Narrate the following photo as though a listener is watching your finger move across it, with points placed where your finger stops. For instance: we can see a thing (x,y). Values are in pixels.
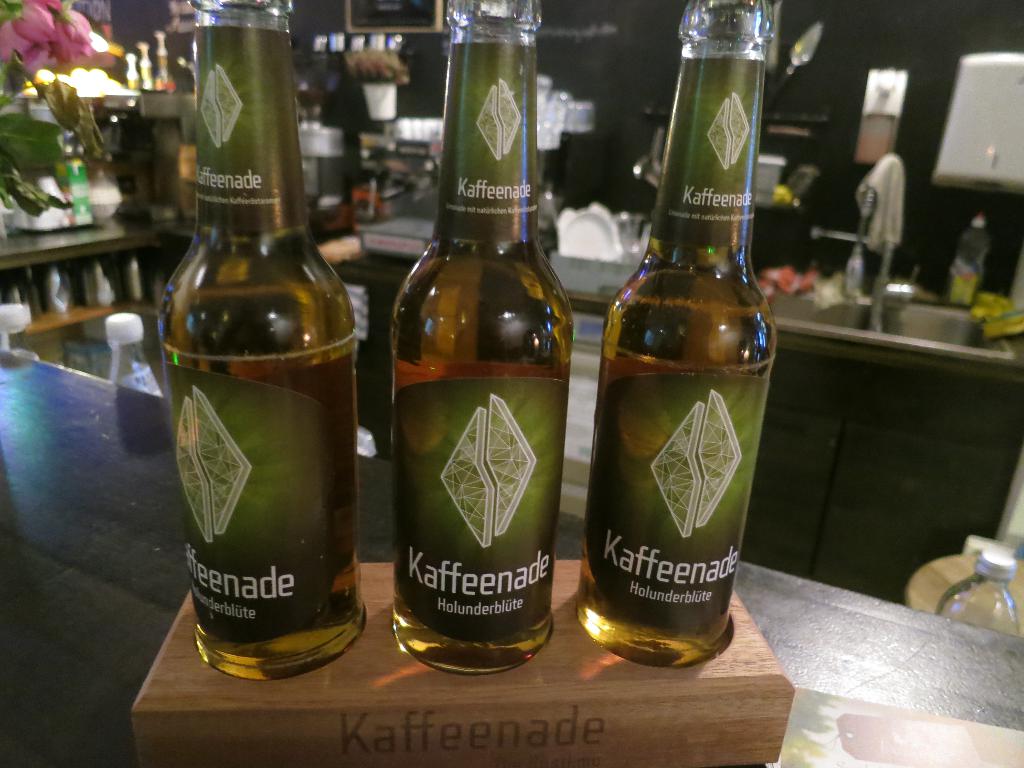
As we can see in the image there is a sink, tap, tiles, bowls (587,221), plates (580,245) and three bottles (271,425).
